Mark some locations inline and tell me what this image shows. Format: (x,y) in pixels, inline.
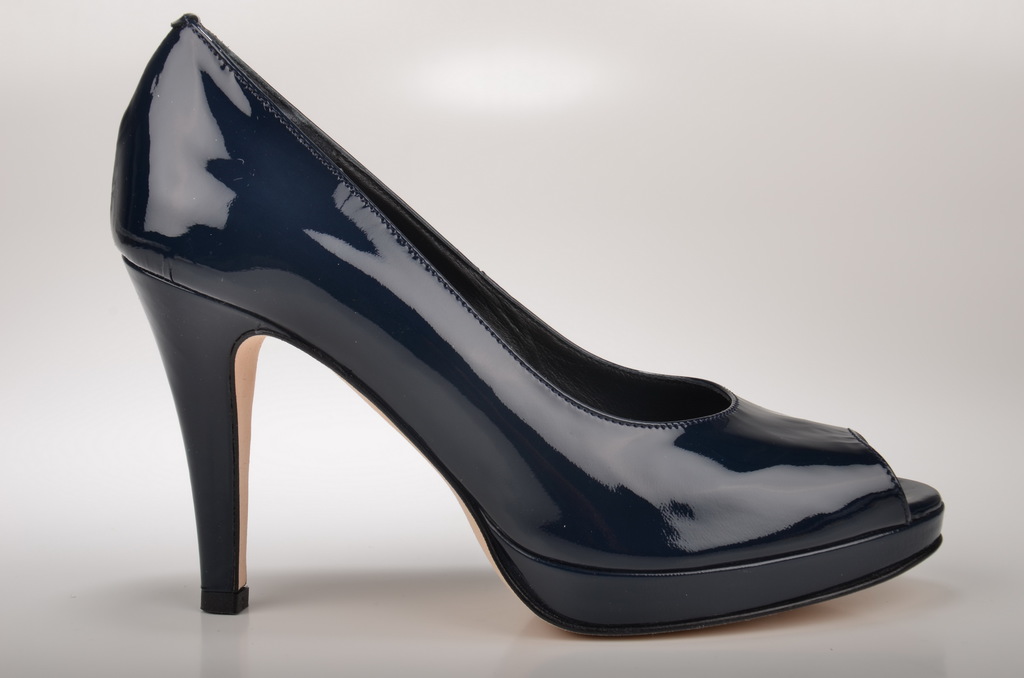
In this image we can see a high heel shoe (322,357), it is in black color, background (601,70) it is in white color.
